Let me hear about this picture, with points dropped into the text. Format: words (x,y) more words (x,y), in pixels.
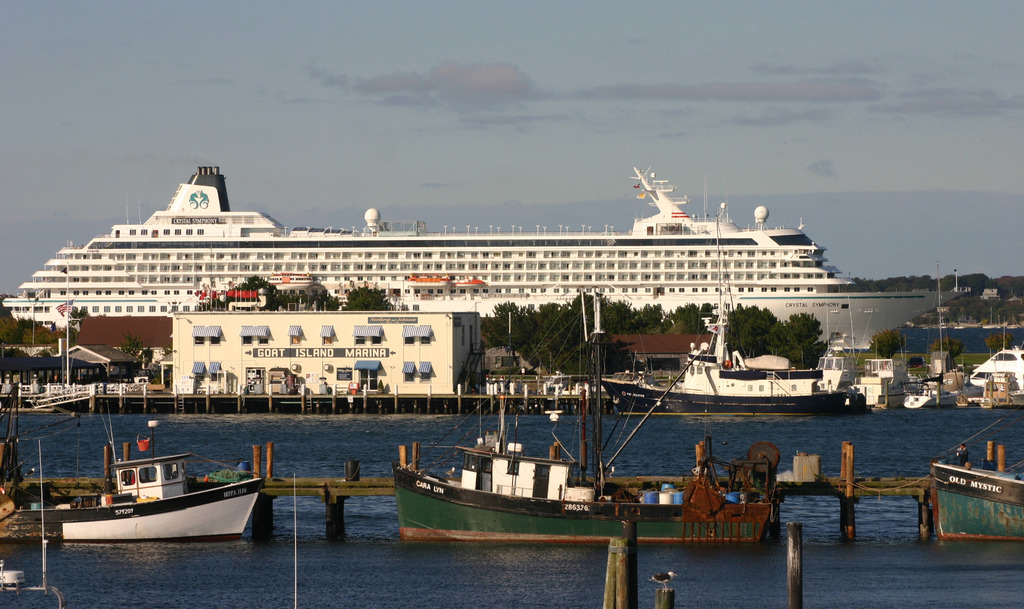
In this image there are boats (244,530) in water (418,568). There is a wooden fencing (844,483). In the background of the image (24,304) there is a white color ship (35,273). There is a house (271,365) with windows (325,343). There are poles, trees (557,354). To the right side of the image (831,360) there are ships (731,363). At the top of the image (278,28) there is sky (344,113).
